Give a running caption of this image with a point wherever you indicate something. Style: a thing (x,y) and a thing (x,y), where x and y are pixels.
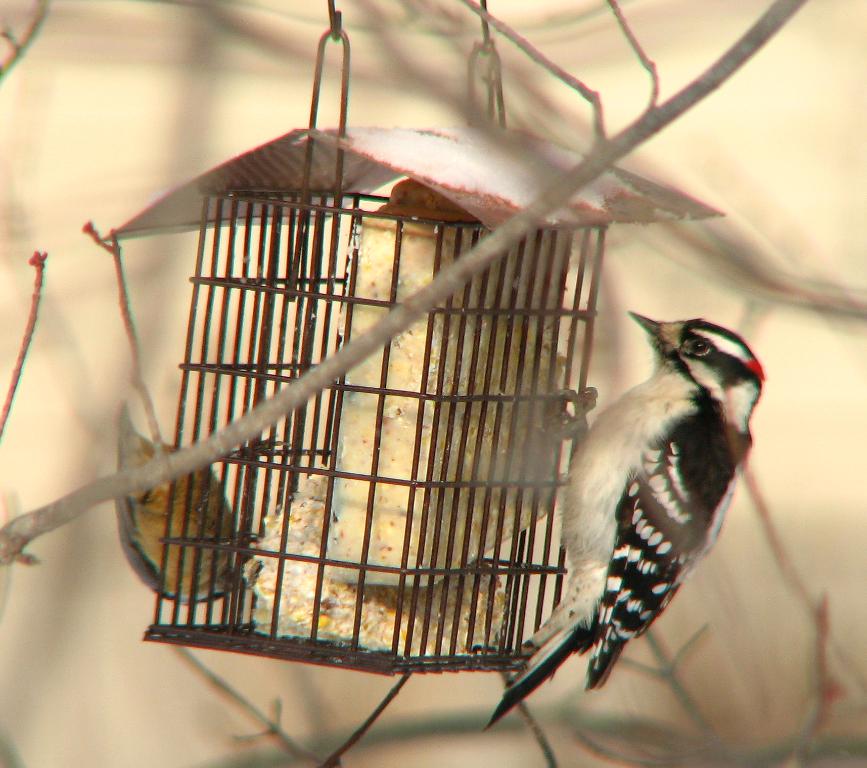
In the center of the image (465,440) we can see a cage (472,480) and birds (615,565). In the background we can see twigs (378,323).
